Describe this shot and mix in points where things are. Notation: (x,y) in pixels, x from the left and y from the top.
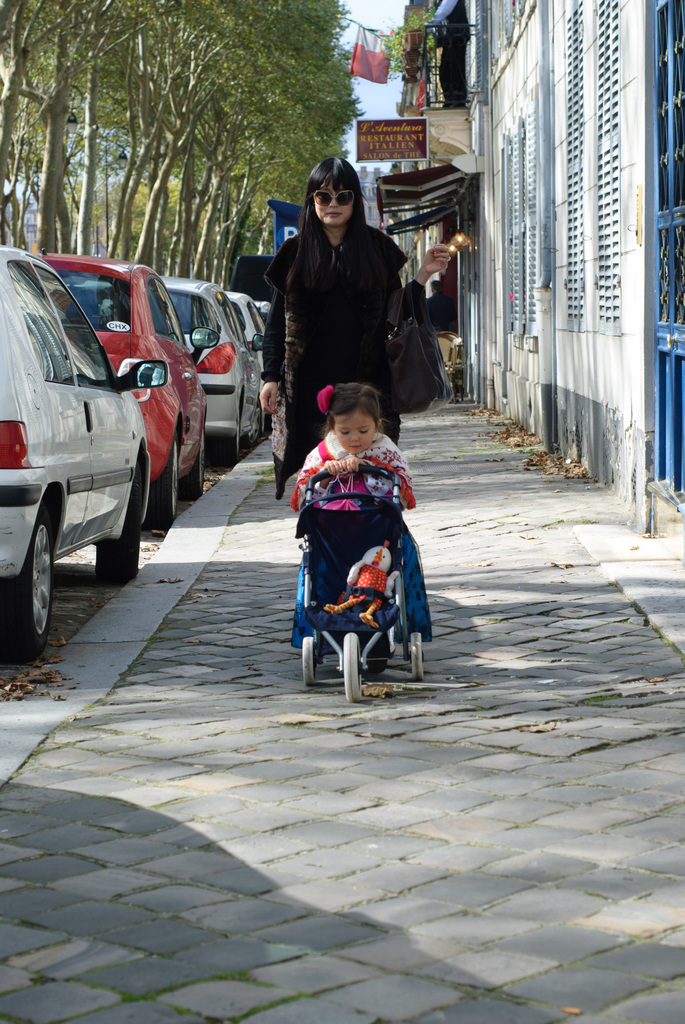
In this image I can see a woman (355,245) and a kid (408,563) with a toy (393,576) in a cart (367,513) on a pavement (209,745). On the left hand side of the image (42,293) I can see some cars (45,303) parked. I can see some trees (147,140). I can see buildings (589,91) on the right hand side of the image (527,130) with some sign boards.
